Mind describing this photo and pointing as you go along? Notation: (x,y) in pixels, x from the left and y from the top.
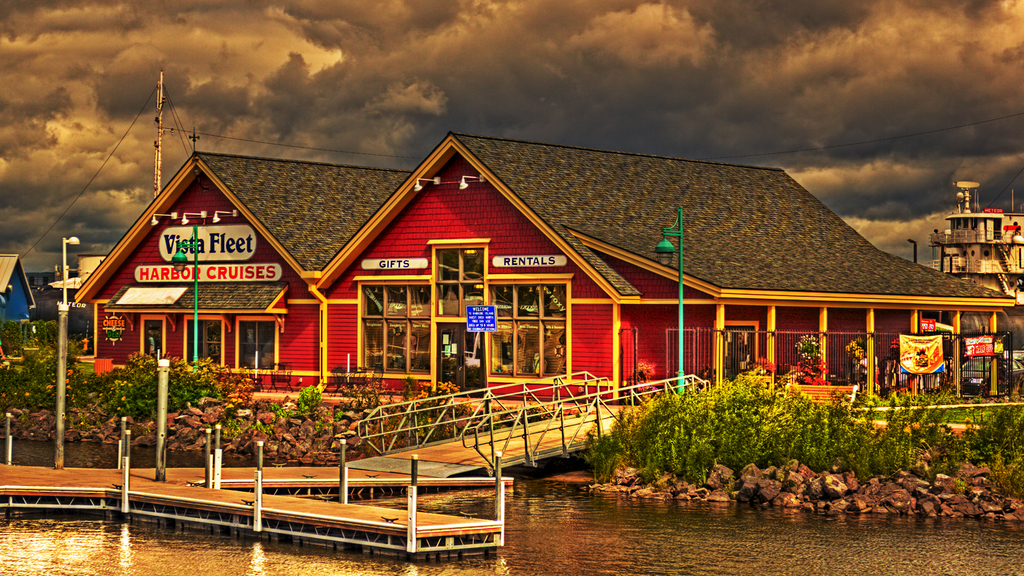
In this image, we can see buildings (726,286), trees (767,404), poles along with wires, plants (757,394), rocks (288,439), railings (492,428). At the bottom (676,537), there is water (706,535) and at the top (410,43), there are clouds (426,93) in the sky (394,105).
